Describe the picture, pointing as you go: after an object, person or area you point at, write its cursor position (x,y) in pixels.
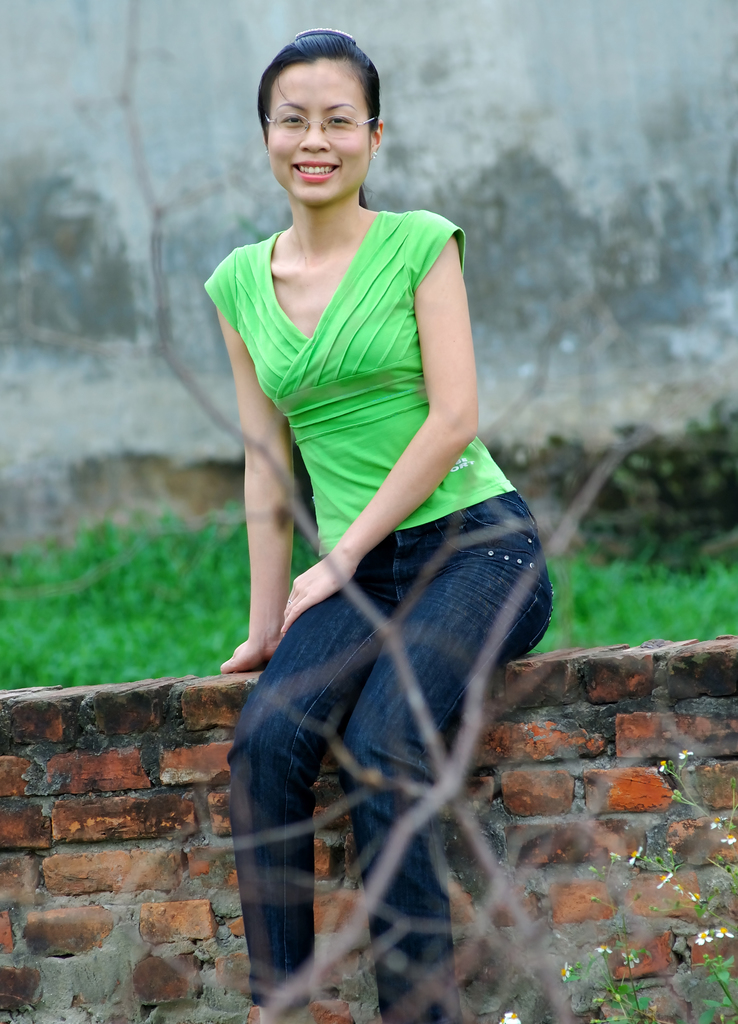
In this picture we can see a woman (342,447) in the green top (340,367) is smiling and sitting on a brick wall (480,780). Behind the woman (370,510) there are plants (68,556) and a wall (563,229).
